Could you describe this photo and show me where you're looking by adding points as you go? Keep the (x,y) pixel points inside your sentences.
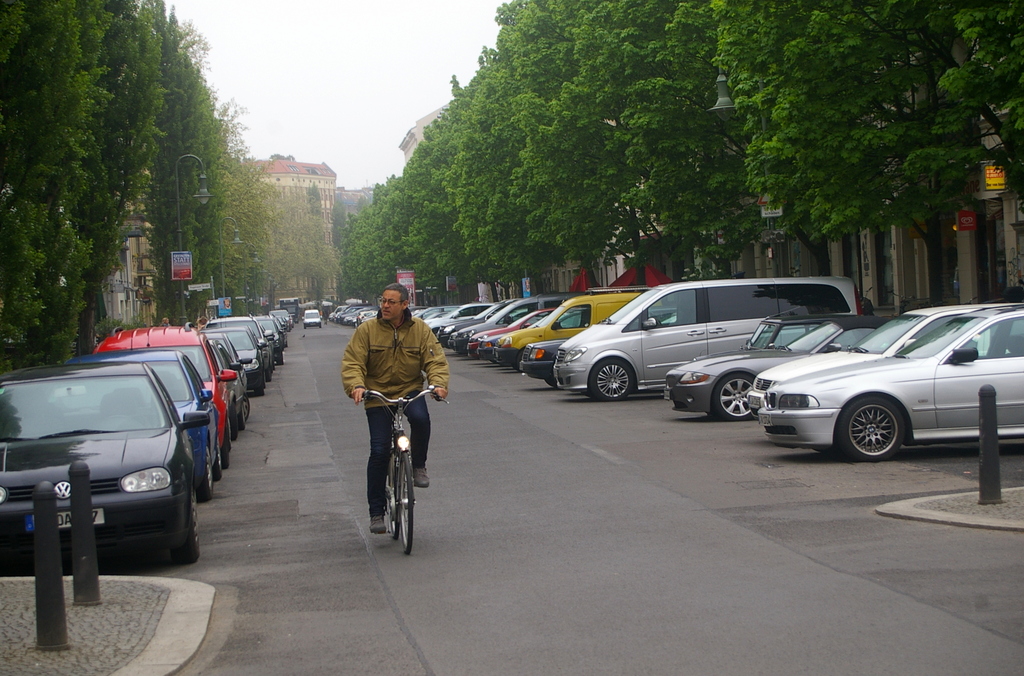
At the top (372,69) we can see sky (355,92). On the background (323,217) we can see huge building (324,196) and trees (426,188). Here we can see one man (358,352) riding a bicycle (410,507). On the road (352,454) we can see cars (136,487), parked over here.
